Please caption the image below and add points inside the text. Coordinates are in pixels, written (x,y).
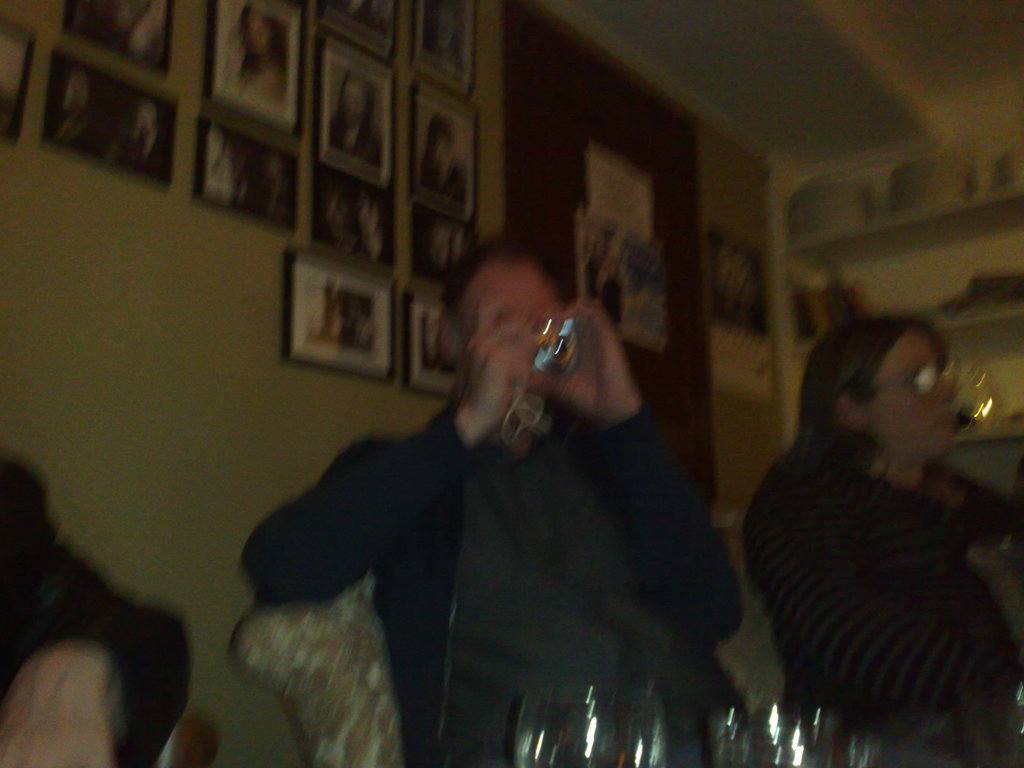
In the image there is a man (685,726) holding a camera (551,348) in his hands (504,358). Beside him there is a lady (916,603). Behind him there is a wall (249,277) with photo frames (453,247). And on the wall (773,269) there are racks (930,260) with few items (823,290) on it.
